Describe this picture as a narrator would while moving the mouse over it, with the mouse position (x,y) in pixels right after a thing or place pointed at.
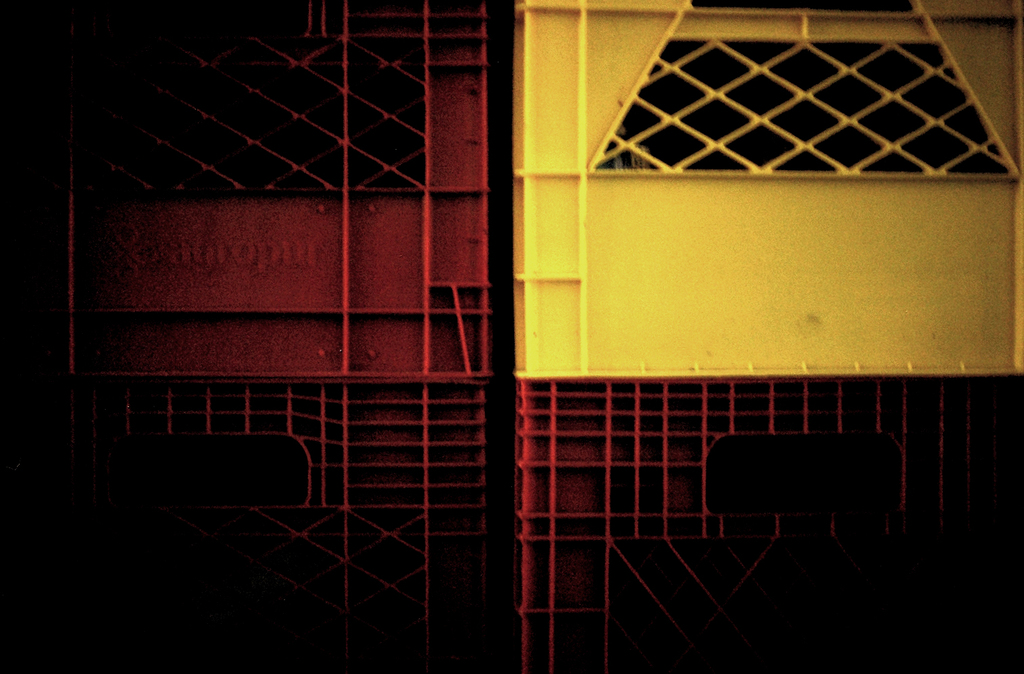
In this picture I can see there are crates (799,373) and they are in yellow and red color. The image at left (94,377) is dark.
